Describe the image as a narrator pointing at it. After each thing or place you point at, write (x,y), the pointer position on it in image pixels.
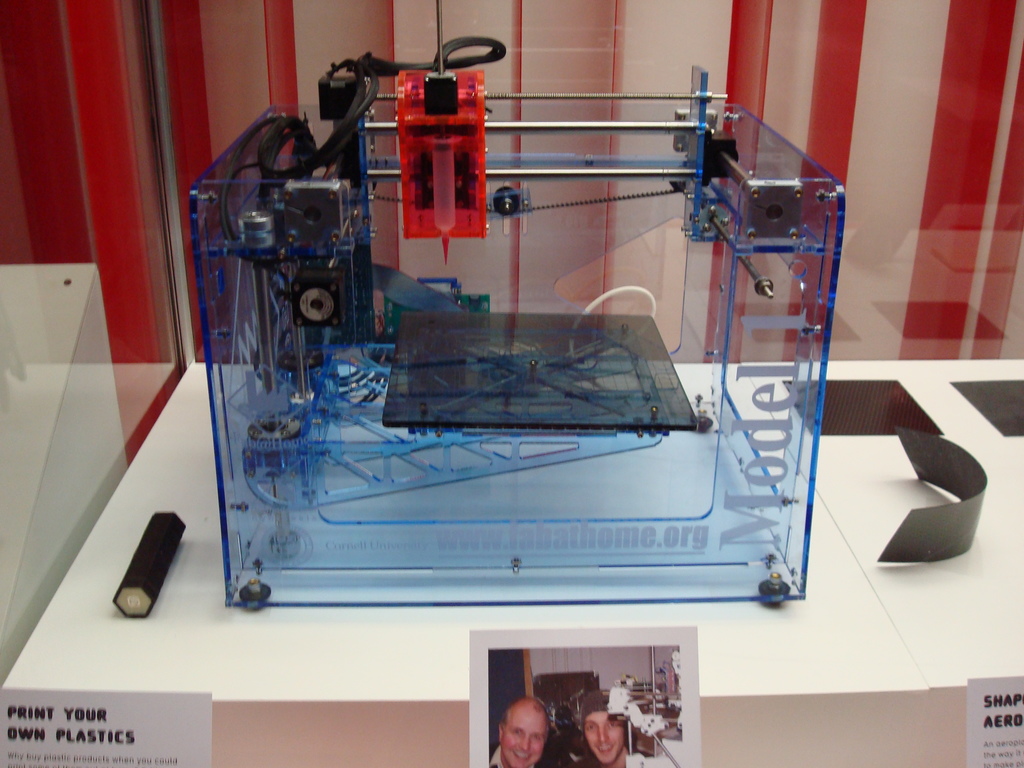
In the center of the image (489,344) we can see the blue color object (540,359) with the text (508,544) on it and the object (661,535) is placed on the white surface (361,647). At the bottom (205,702) we can also see the pages (122,718) with text (1016,701) and also the paper (575,690) with images (573,725). In the background (971,75) we can see the wall (913,107) with red and white combination.
